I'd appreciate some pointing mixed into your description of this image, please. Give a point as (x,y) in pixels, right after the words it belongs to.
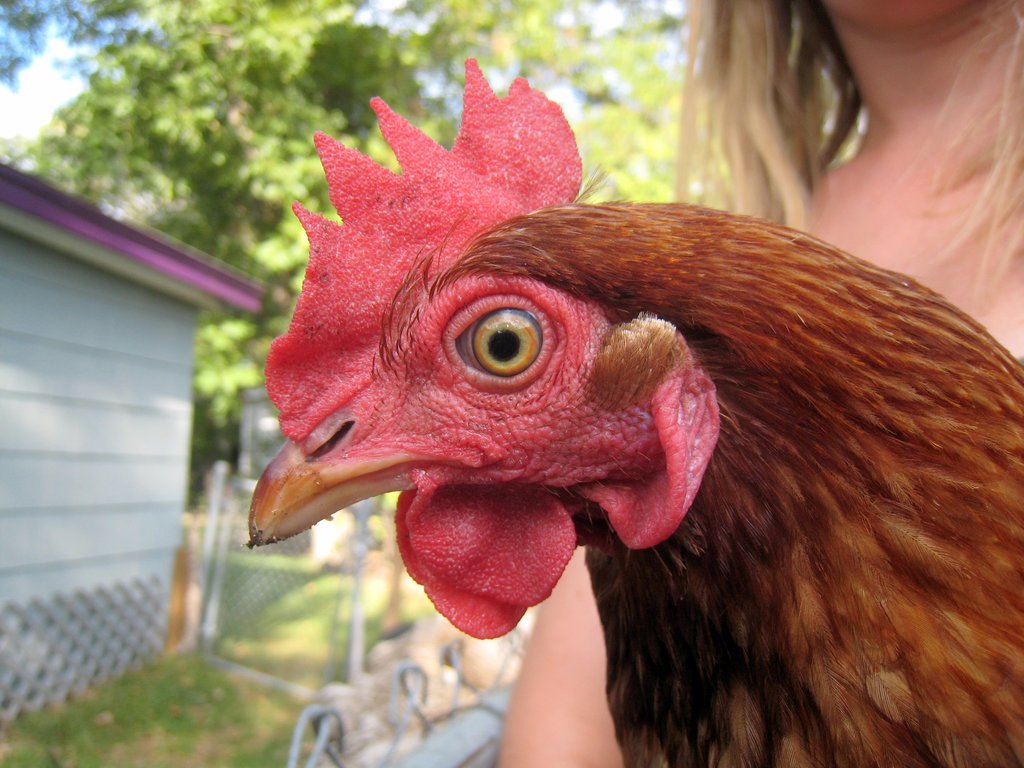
On the right corner (887,102) we can see a person (917,128) and a bird (582,494). On the left (303,587) we can see the mesh (243,609), metal rods (417,748), a house (108,573) and the green grass (198,730) and some other objects (381,646). In the background (39,110) we can see the trees (193,136) and the sky (54,92).
